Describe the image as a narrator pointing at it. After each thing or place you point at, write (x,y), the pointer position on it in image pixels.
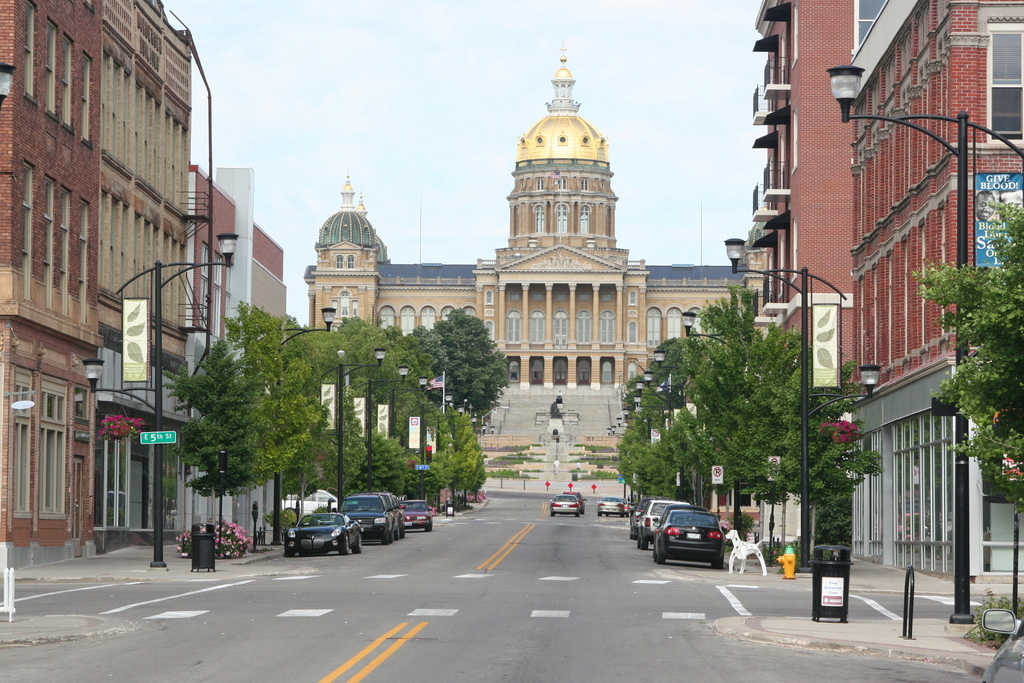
In this image we can see a vehicles (556,501) which are moving on road (537,537), there are some cars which are parked on road (506,624) on left (310,524) and right side of the image (690,564), there are some street lights (343,478), tree (792,427), buildings (48,254) also on left (151,304) and right side of the image (873,412) and in the background of the image (550,285) there is a palace (504,285) and stairs (522,417).
